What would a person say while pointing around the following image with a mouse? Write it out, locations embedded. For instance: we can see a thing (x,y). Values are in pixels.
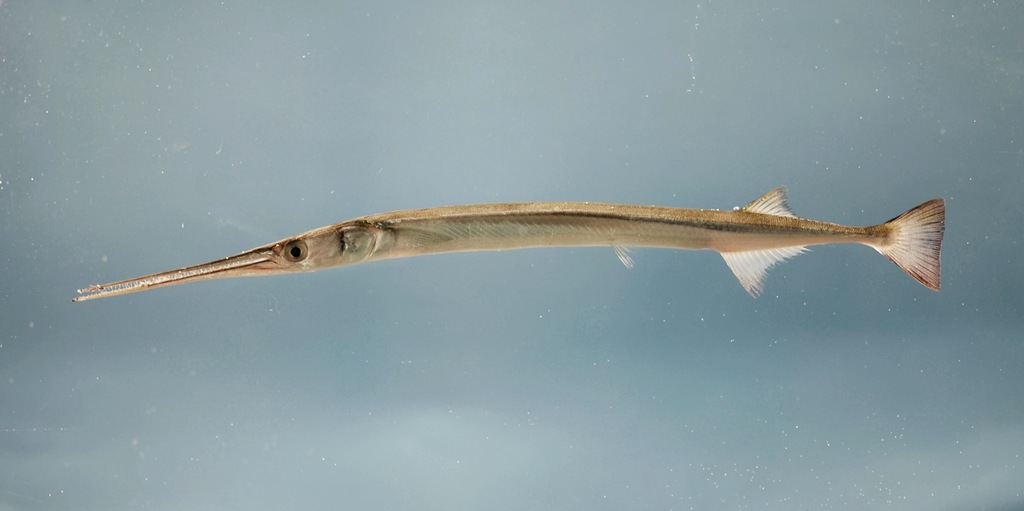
In this picture I can see a fish (300,269) in the water (427,171).
